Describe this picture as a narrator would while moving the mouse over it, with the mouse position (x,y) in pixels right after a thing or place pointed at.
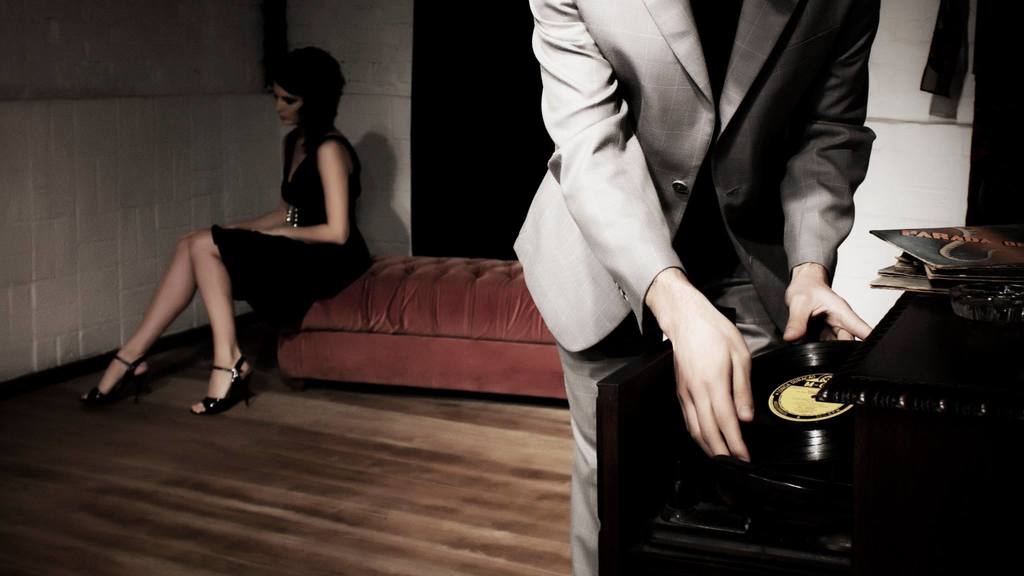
This is an image clicked inside the room (153,175). On the right side of the image (904,431) there is a table (904,449). Just beside the table (923,326) there is a person (653,155) is standing. I can see some records (951,287) on the table (978,323). On the left side of the image (302,231) there is a woman (302,226) wearing black color dress (344,266) and sitting on the red color sofa (382,299). In the background (411,52) I can see white color wall (355,33).
